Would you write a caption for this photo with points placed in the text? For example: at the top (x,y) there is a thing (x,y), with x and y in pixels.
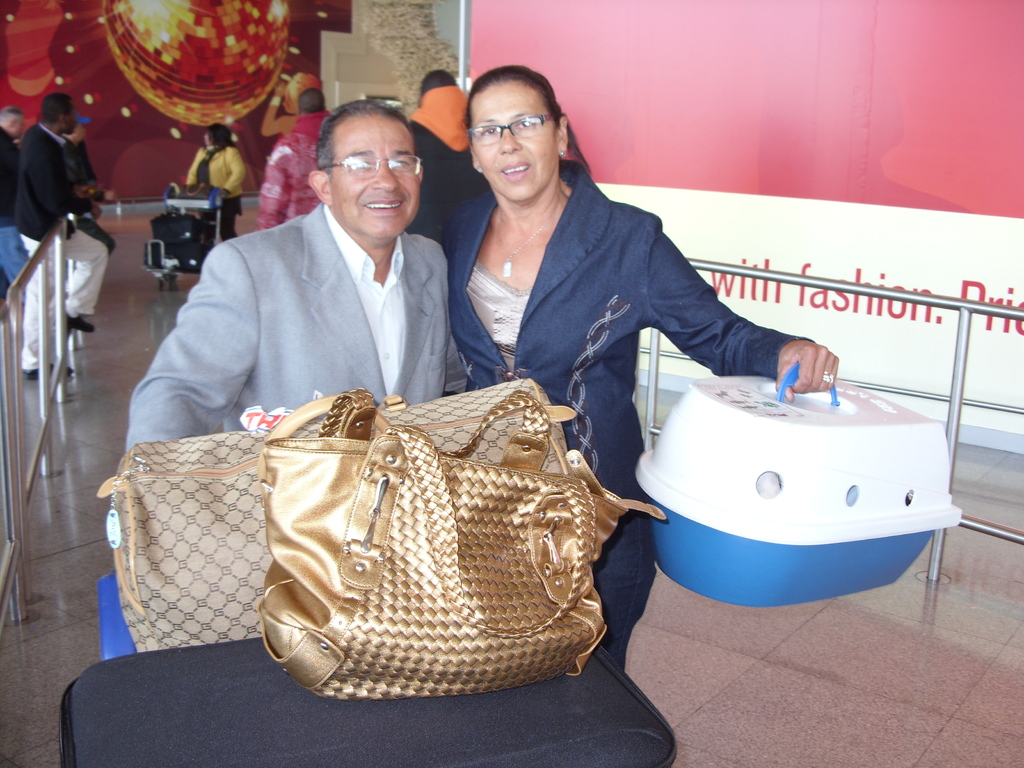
In this image there are two persons (446,364) hugging each other at the foreground of the image (319,581) there is a bag (405,618) and at the background of the image (232,157) there are persons (219,141) walking and at the right side of the image (823,296) there is a red color sheet (804,125) on the wall (773,160).
